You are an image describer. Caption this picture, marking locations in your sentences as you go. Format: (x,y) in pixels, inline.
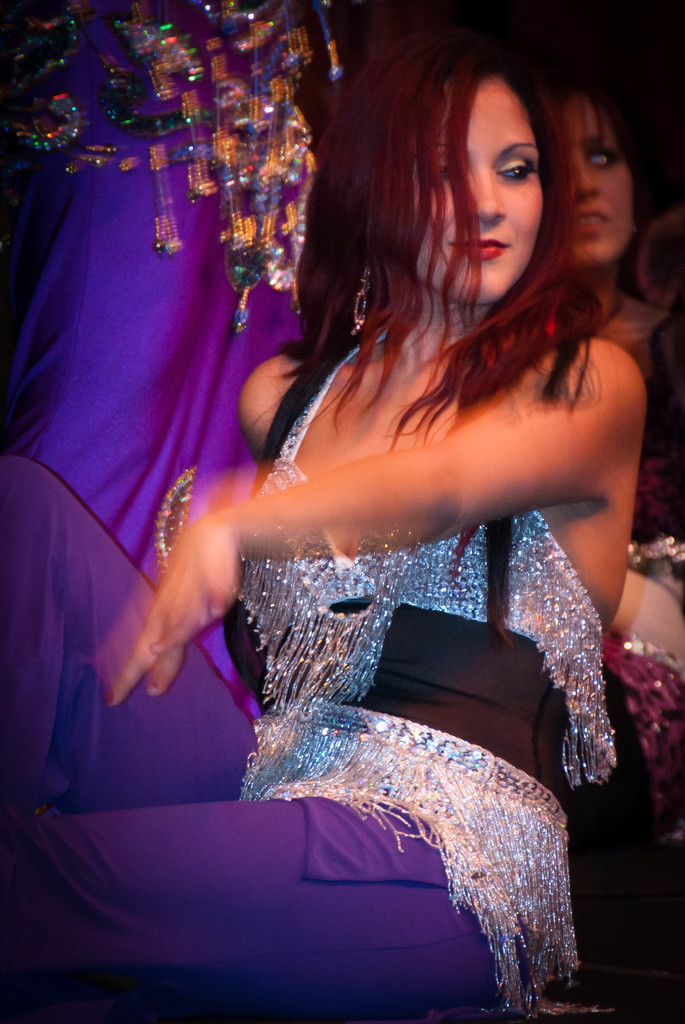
In the image we can see a woman (428,563) wearing clothes (386,570), behind her there are other people (331,73).
